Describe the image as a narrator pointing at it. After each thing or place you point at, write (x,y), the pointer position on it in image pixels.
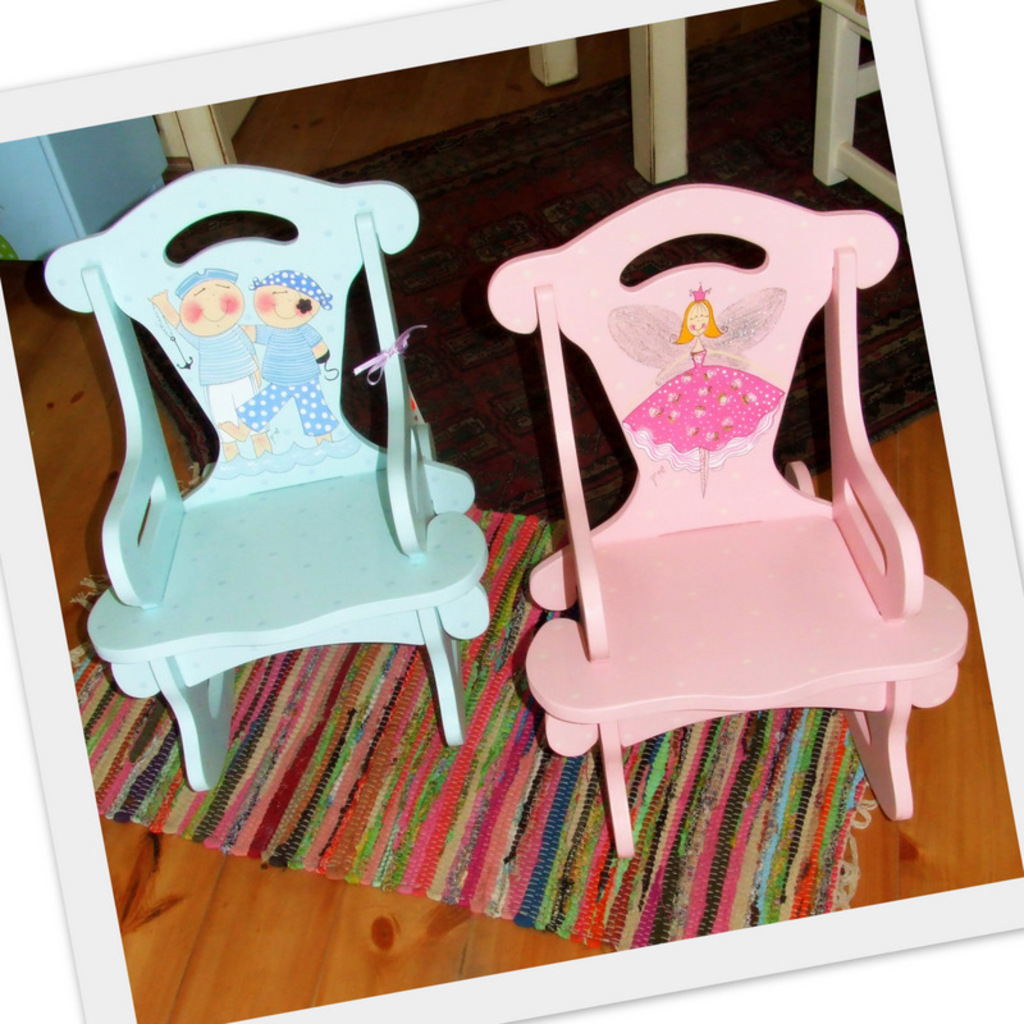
This is a picture of two chairs (844,265) on the mat (268,681) which are in blue and pink in color and there is a drawing (294,389) of two cartoons (286,357) on blue chair (334,316) and a girl cartoon (759,421) on the pink chair (747,364) and the mat (527,760) is in different colors like pink, orange, yellow, white, black and green.
